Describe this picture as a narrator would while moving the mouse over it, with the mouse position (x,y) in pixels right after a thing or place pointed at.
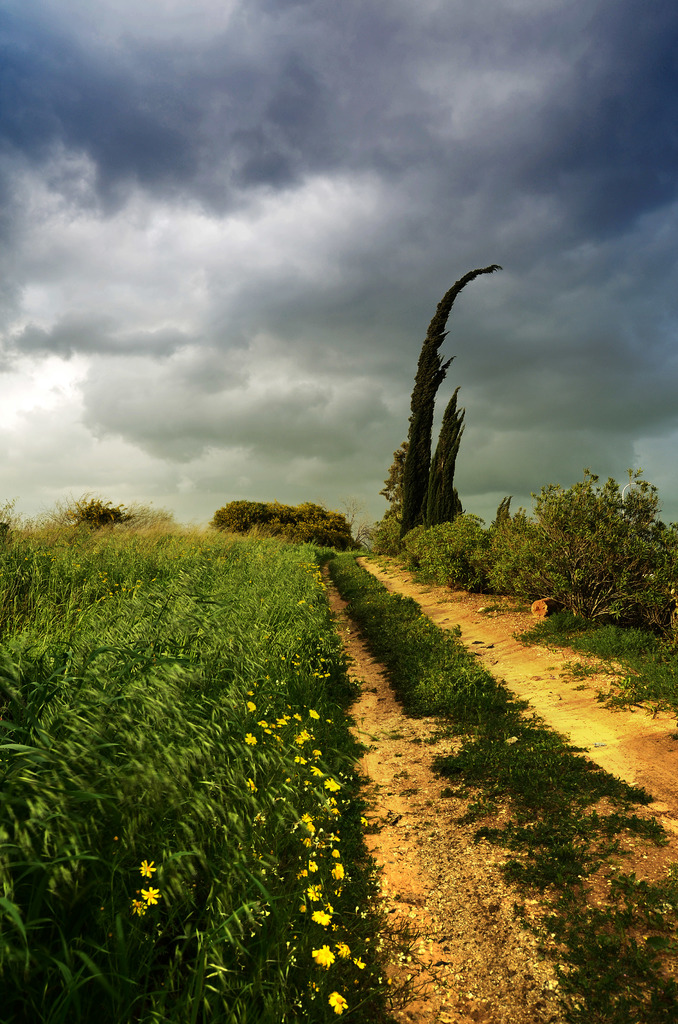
In this picture I can see grass (186,685), there are plants (294,850), flowers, trees (457,493), and in the background (378,204) there is the sky (436,103).
